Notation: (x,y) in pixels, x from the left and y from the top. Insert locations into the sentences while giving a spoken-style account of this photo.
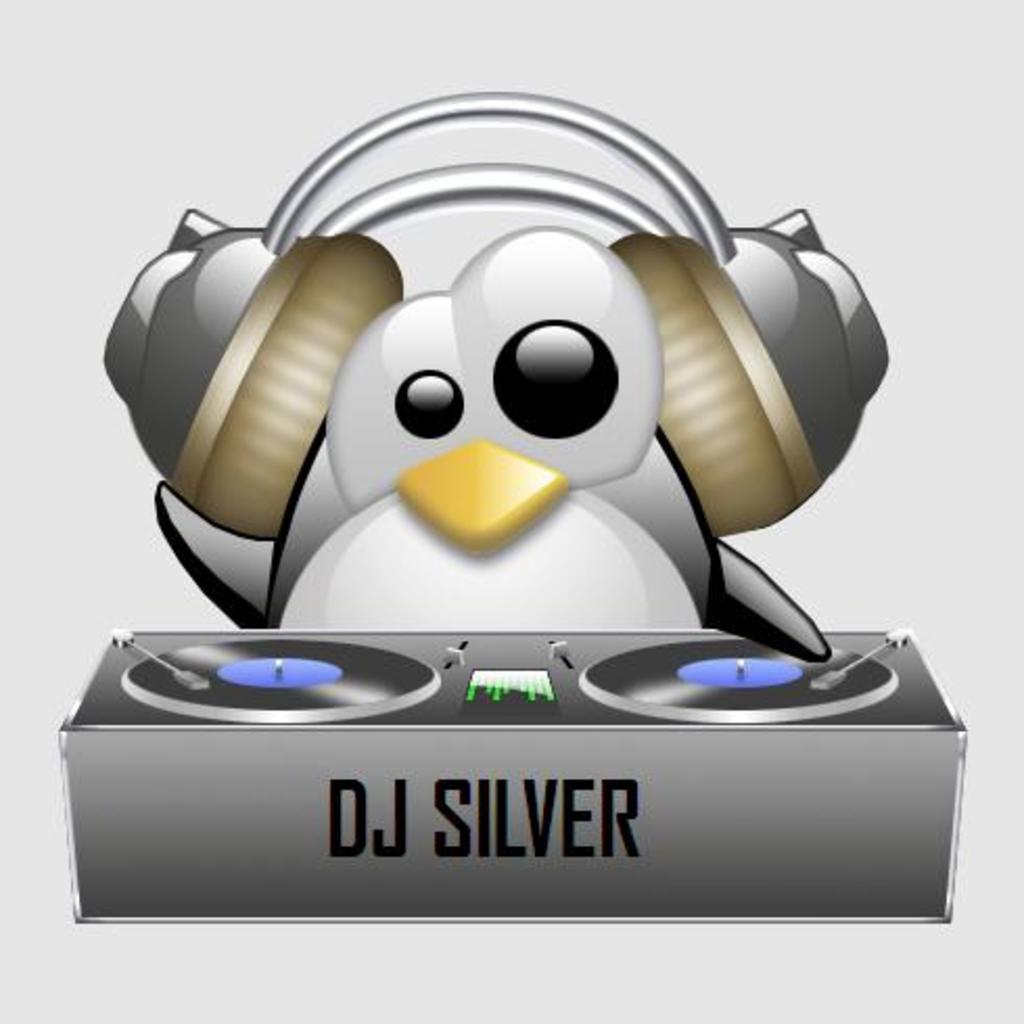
In this image we can see a cartoon picture (536,576), headset (733,376), and a DJ device (533,788). There is a white background (25,527).
